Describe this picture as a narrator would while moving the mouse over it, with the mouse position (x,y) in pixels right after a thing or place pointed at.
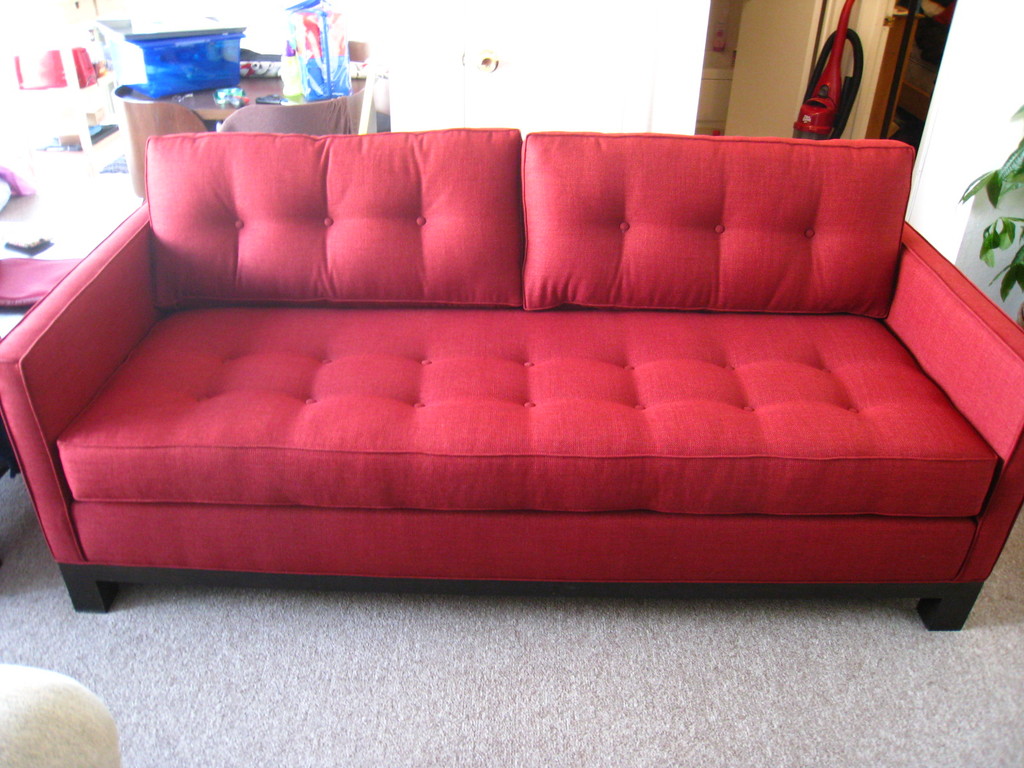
This picture is clicked inside the room (227,574). In the middle of the picture (436,405), we see a red sofa (443,295) and behind that, we see a white wall (441,79) and table (257,77) on which blue box (171,50) and cloth (327,78) are placed. Beside that, we see a white shelf (73,75).
